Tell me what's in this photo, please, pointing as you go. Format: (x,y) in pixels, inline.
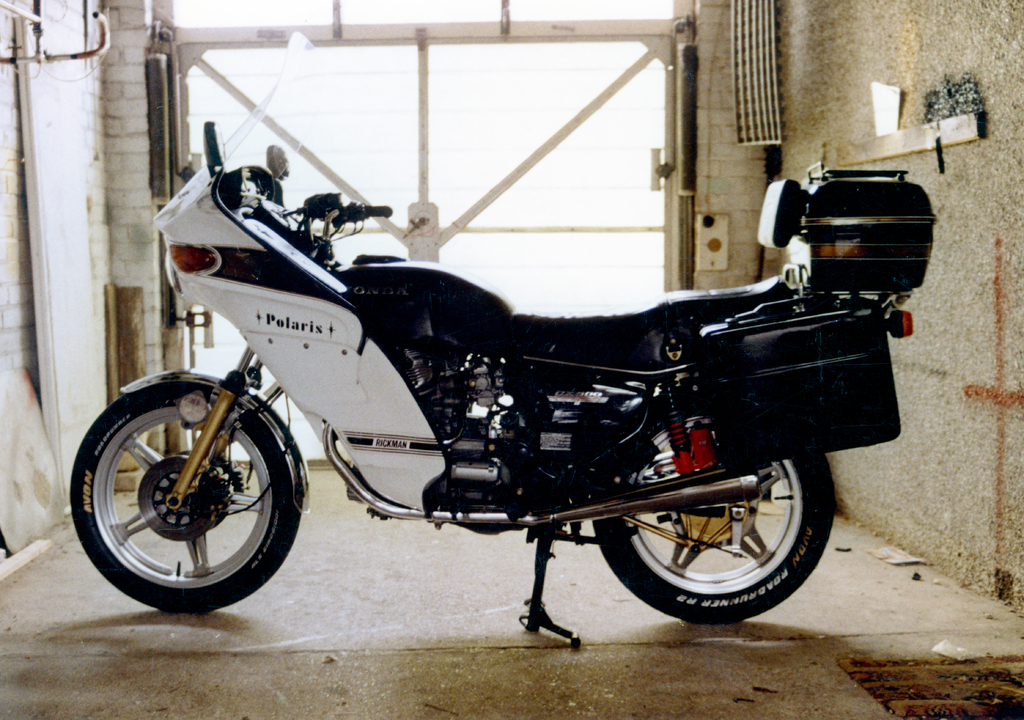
In this image I can see the motorbike (404,447) which is in white and black color. I can see two boxes (758,380) to the motorbike (754,384). To the side I can see the wall (1005,142).
